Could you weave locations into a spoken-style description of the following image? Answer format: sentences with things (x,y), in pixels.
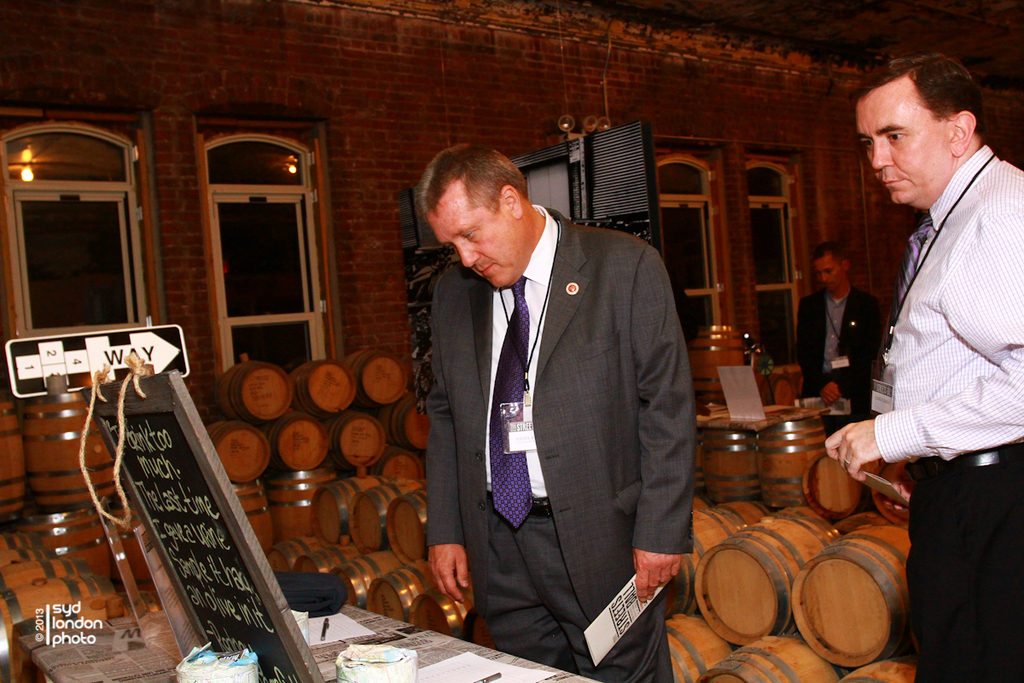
In this image, we can see people (833,292) standing and are wearing coats (613,430) and ties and id cards (526,426) and some are holding objects (873,488) in their hands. In the background (263,380), there are lights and we can see drums (271,398) and there are boards (234,560) and a wall (409,103). At the bottom (440,666), we can see some papers (339,635), pens (327,633) and some other objects (189,655) on the table (104,656) and there is some text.
